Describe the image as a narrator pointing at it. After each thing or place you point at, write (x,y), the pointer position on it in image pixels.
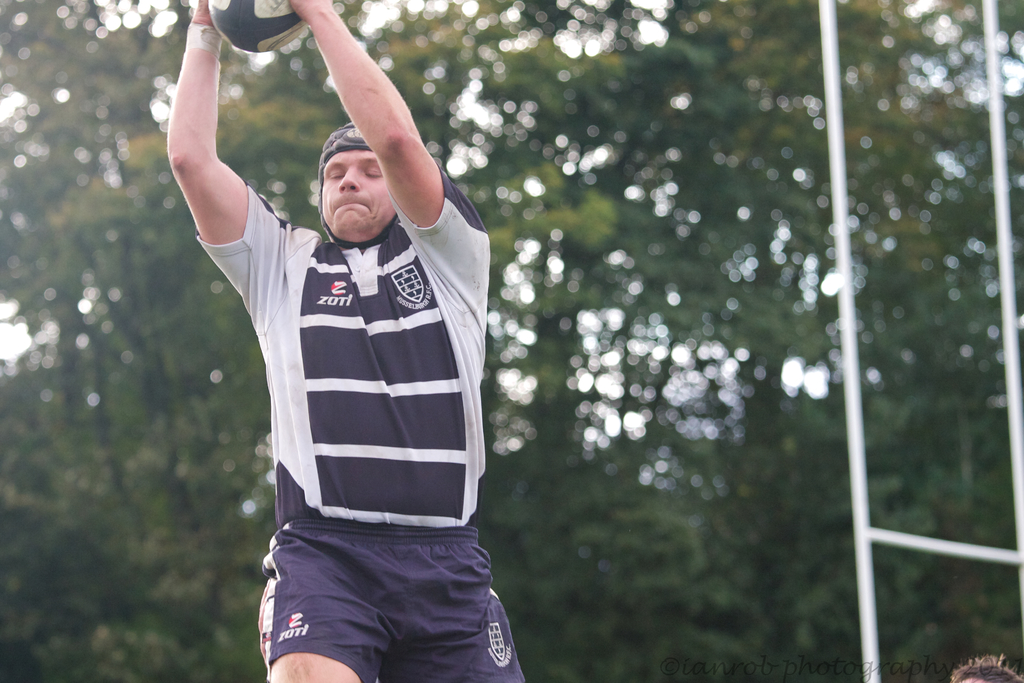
In this image there is a man (352,511) who is jumping in the air by holding the ball (259,34). On the right side (866,548) there is a goal post (904,544). In the background (641,429) there are trees (641,429).
